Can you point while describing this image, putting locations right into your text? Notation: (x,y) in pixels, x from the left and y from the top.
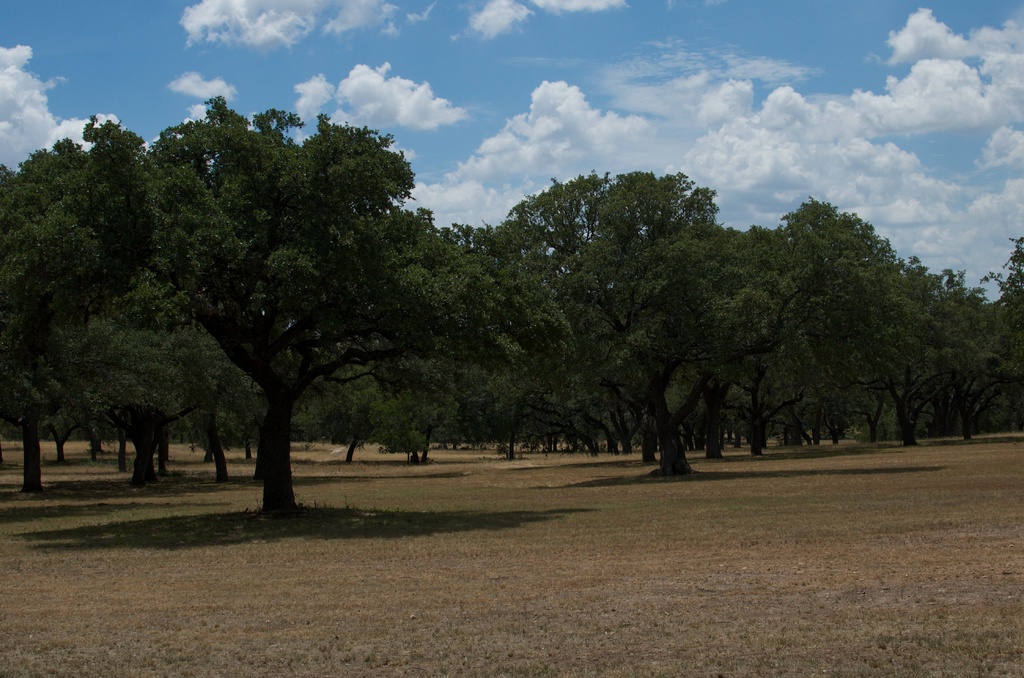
In this image, I can see the trees (470,388). In the background (343,90), there is the sky (426,122).
